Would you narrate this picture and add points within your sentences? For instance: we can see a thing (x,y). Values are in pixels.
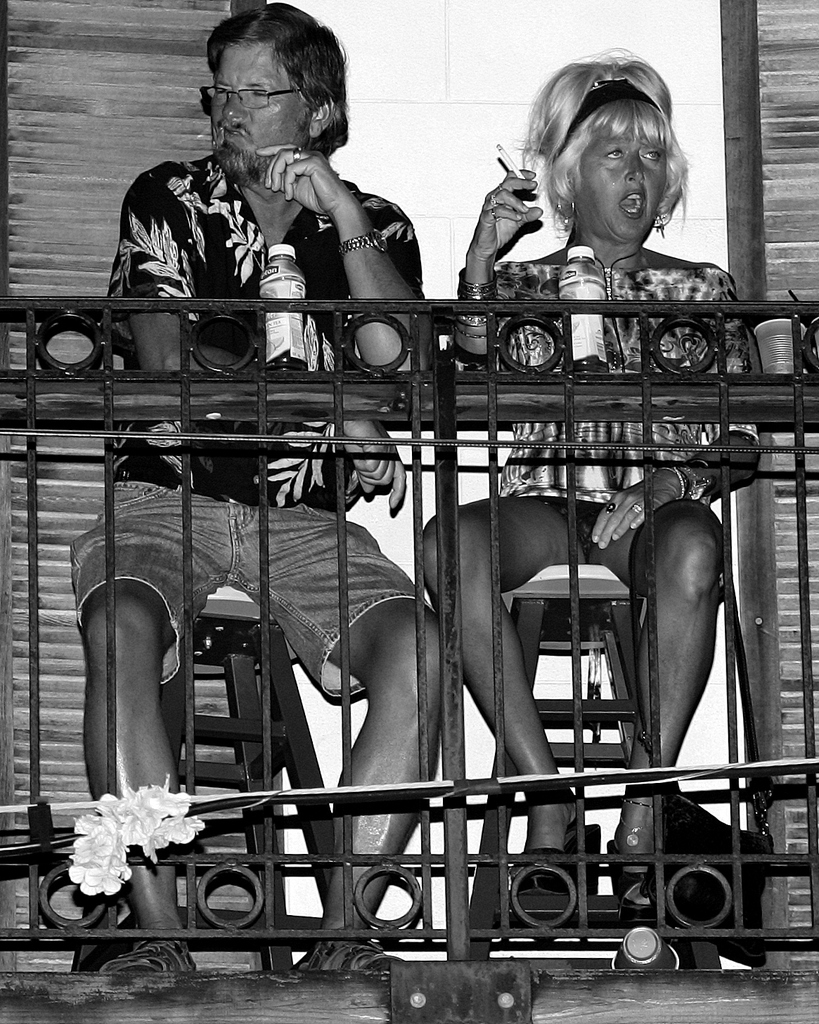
In this image I can see the black and white picture in which I can see the railing (343,683), flowers (127,804), few water bottles (266,337), a cup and a man (372,344) and a woman (610,250) sitting on stools (558,603). In the background (374,532) I can see the wall (335,709) which is white in color.
